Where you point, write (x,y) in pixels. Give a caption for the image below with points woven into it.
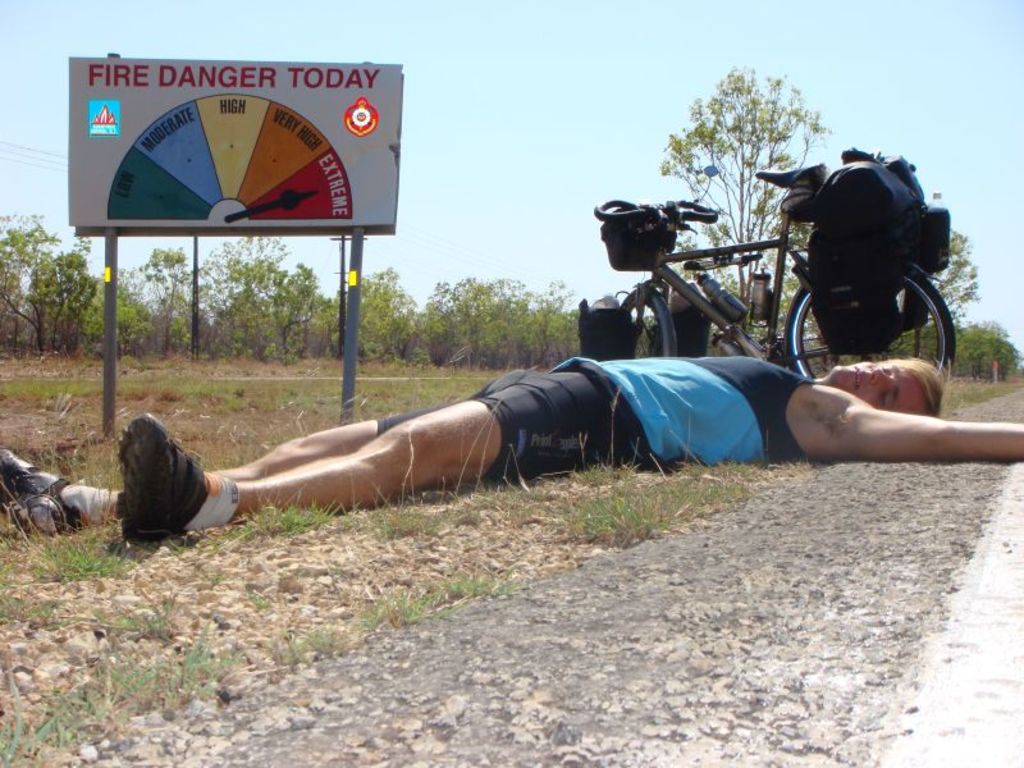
This picture is clicked outside. In the center (602,400) there is a person (589,400) lying on the ground (623,495) and there is a board (170,203) attached to the poles (109,293) and we can see a bicycle (782,267) parked on the ground (232,440). In the background (523,125) there is a sky (530,216), trees (520,291) and the green grass (304,398).
